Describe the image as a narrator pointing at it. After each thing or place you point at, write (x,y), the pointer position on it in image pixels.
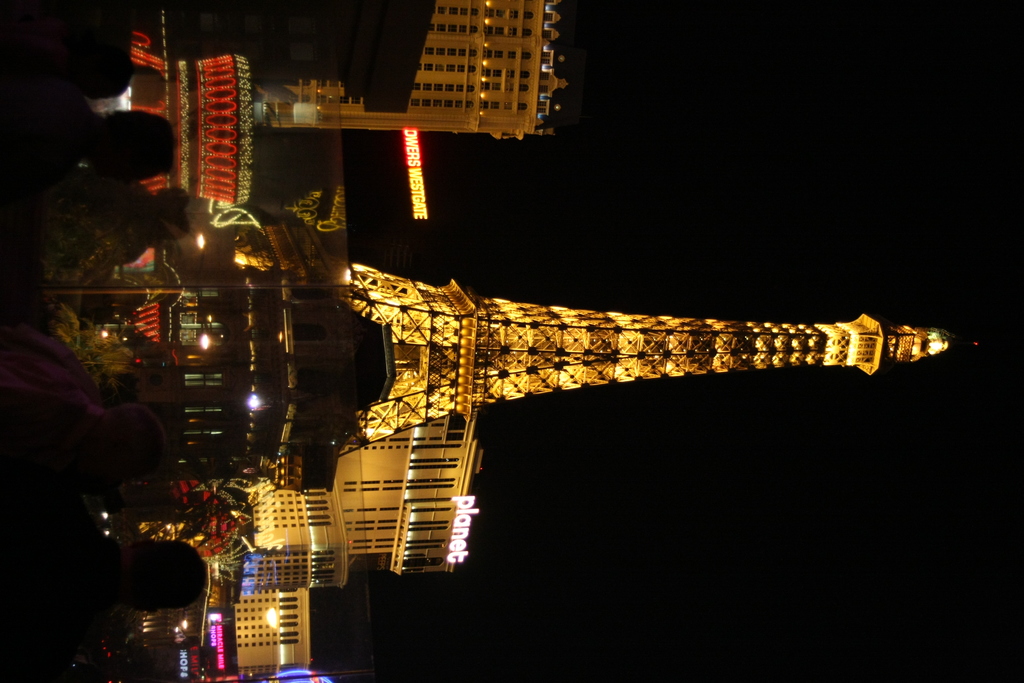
In this image I can see few people (57,452) and I can see the tower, buildings (279,512) and the boards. I can see the black background (517,470).
